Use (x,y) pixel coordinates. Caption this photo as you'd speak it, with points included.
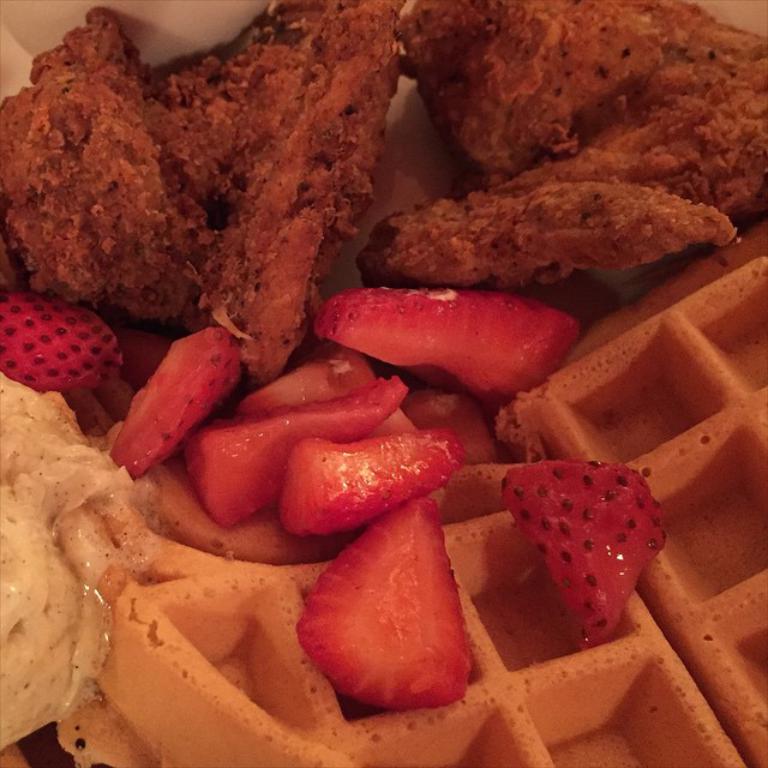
In this image, I can see the waffles (696,595), strawberry slices (358,575) and some other food items (238,281).
